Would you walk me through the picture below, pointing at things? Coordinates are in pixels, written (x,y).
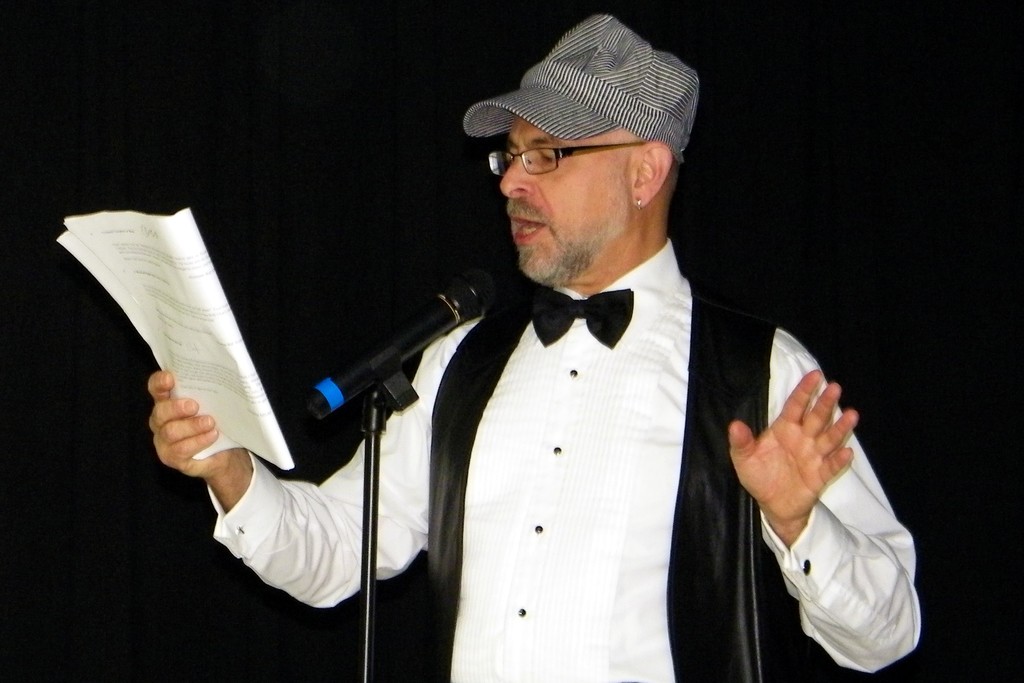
Here I can see a man (465,463) wearing white color shirt (561,528), cap (626,97) on the head (562,185), holding a book (172,286) in the hand (190,445) and looking into the book (229,324). In front of this man (517,340) I can see a mike stand (366,592). It seems like he is singing. The background (492,240) is in black color.
